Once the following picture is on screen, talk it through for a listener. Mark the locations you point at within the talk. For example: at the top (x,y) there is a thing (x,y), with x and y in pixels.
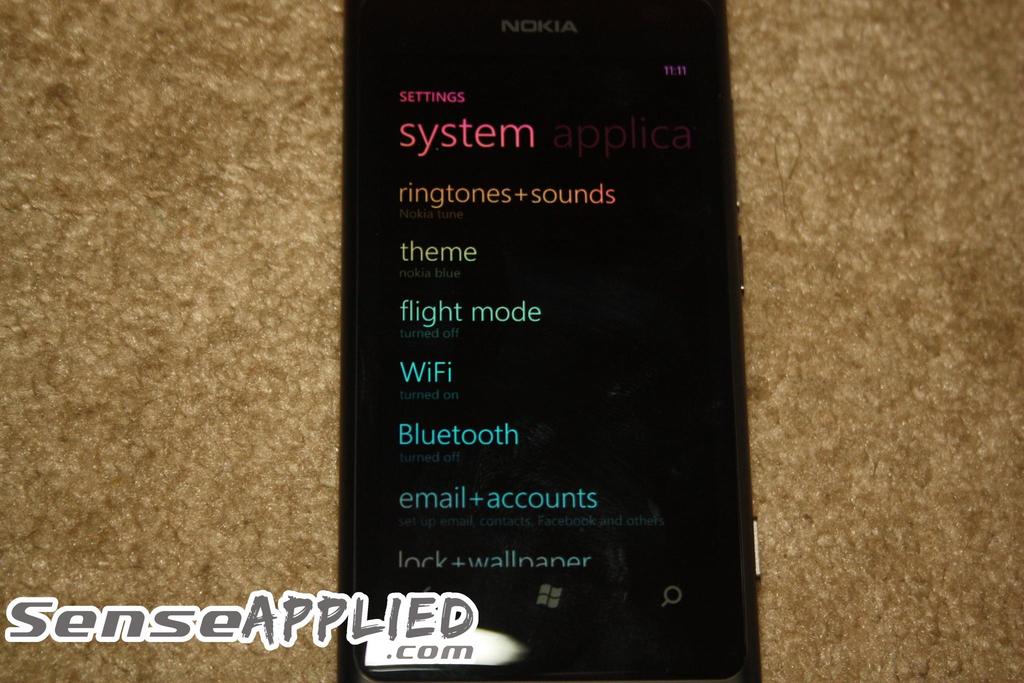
In this picture, it seems like a small phone (534,181) in the center of the image (419,394) and text (459,607) at the bottom side (369,625).
